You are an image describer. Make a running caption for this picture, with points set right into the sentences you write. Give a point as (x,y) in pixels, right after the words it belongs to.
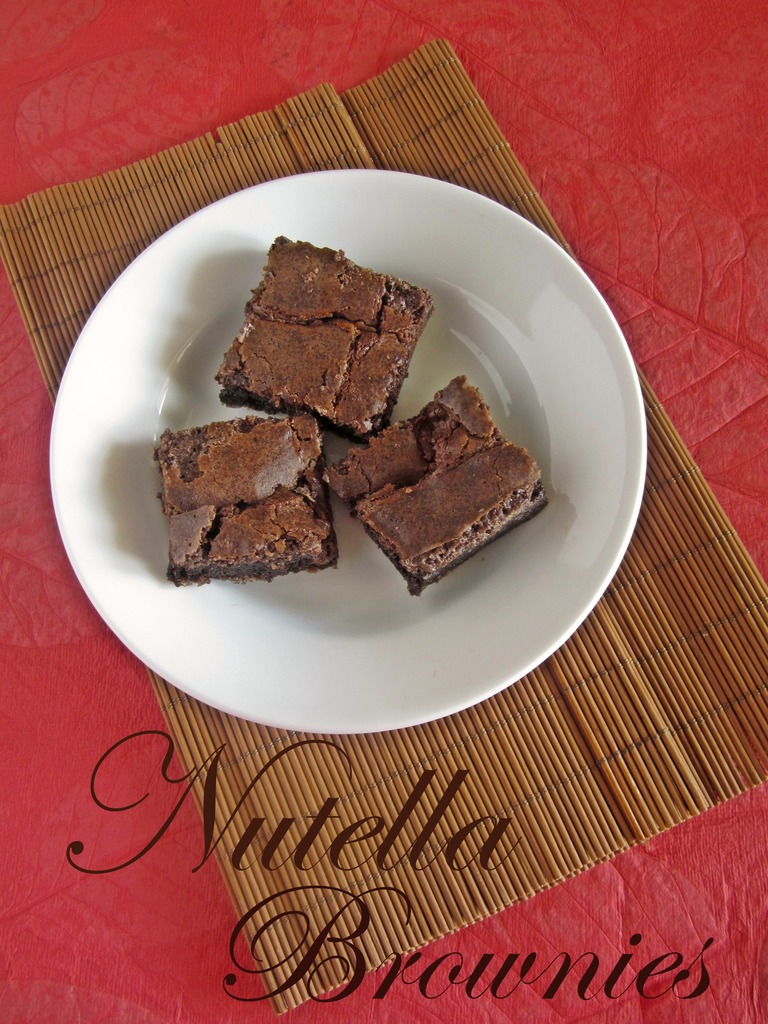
In this picture, we see a white plate (274,619) containing three cake pieces (360,289) is placed on the wooden mat (361,872). In the background (196,95), it is red in color. At the bottom (564,959), we see some text (390,954) written.
